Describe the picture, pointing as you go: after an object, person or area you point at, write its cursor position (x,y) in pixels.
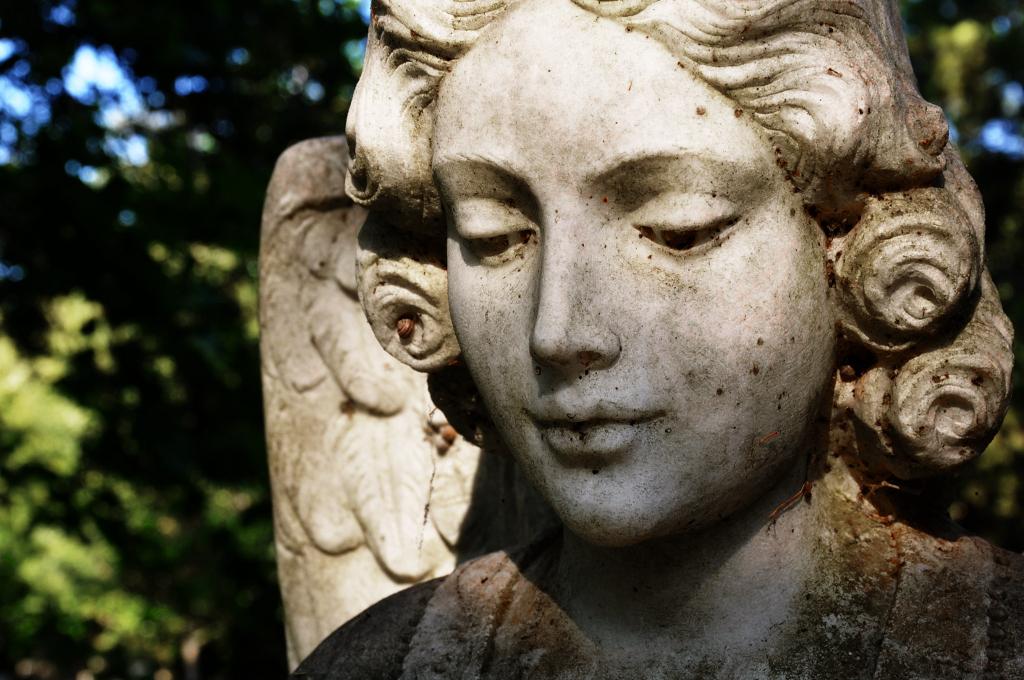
We can see statue of a woman (486,524). In the background (934,58) it is blur and green.
